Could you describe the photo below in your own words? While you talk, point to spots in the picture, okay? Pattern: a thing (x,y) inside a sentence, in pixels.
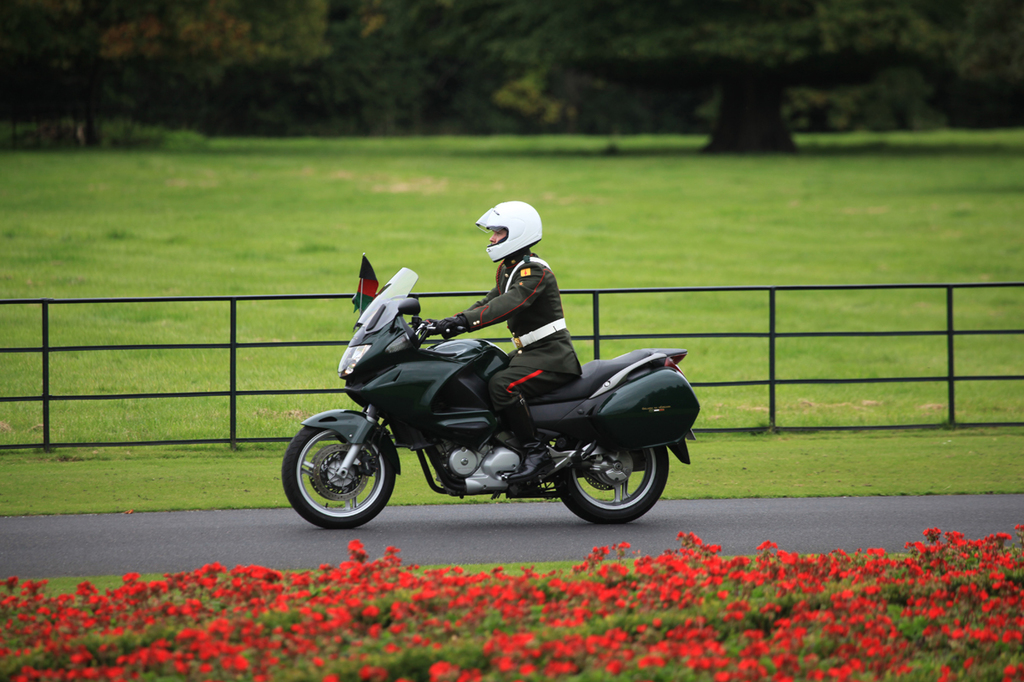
In this image I see a bike (611,368) on which there is a person (531,276) sitting on it and I see the road (309,541) and I see flowers (350,604) over here which are of red in color. In the background (715,486) I see the green grass (269,318), fencing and the trees (665,88).
